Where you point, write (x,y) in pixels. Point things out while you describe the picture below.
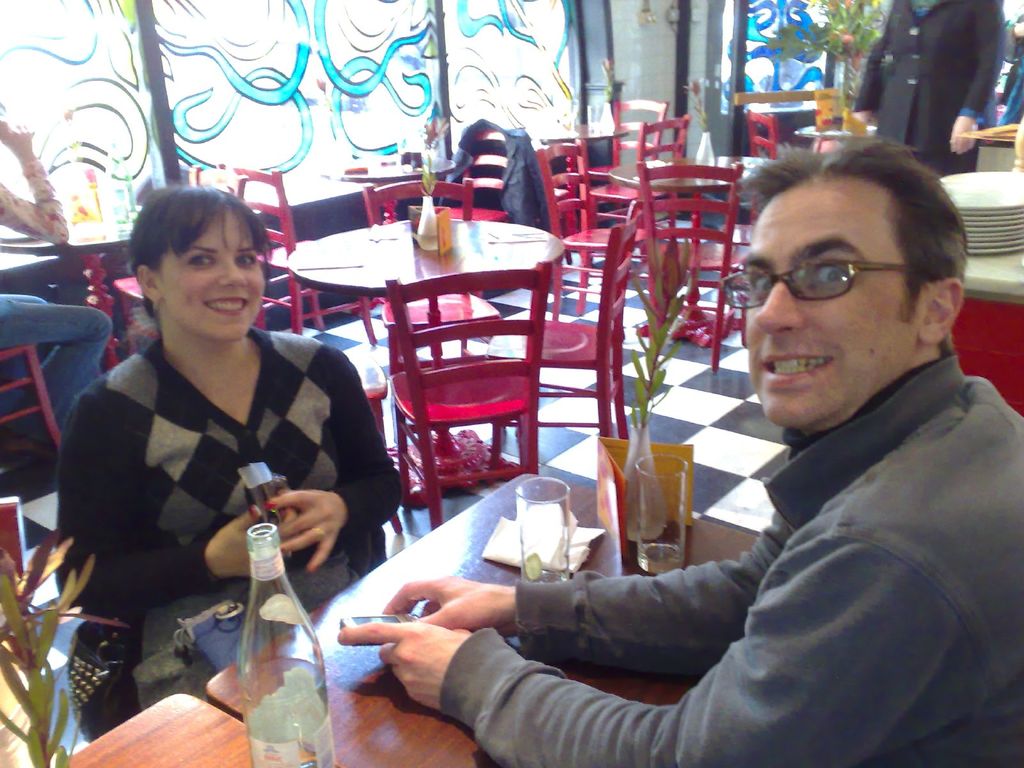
This is the picture of two people (654,599) who are posing for a picture who are sitting in front of a table (396,562) and on the table (392,578) we have small plant (674,323), glasses (548,492), tissues (505,541) around them there are some tables (486,267) and chairs (668,195) on which there are some plants (436,235) and tissues (371,250).
